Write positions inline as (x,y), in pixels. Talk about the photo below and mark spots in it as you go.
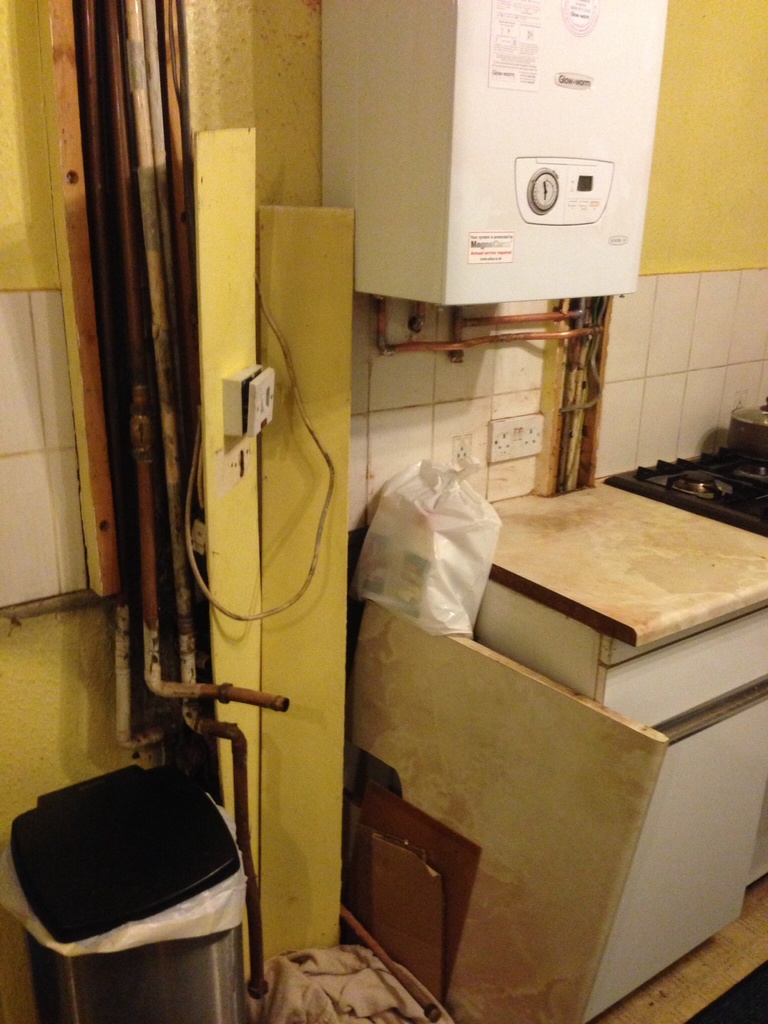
In this picture, there is a dustbin (30,893) at the bottom left (134,968). To the wall (732,55), there are pipes (185,358) and switch boards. On the top (440,55), there is a machine (498,216). Towards the right (711,501), there is a stove (731,500) and a cabinet (630,681).
